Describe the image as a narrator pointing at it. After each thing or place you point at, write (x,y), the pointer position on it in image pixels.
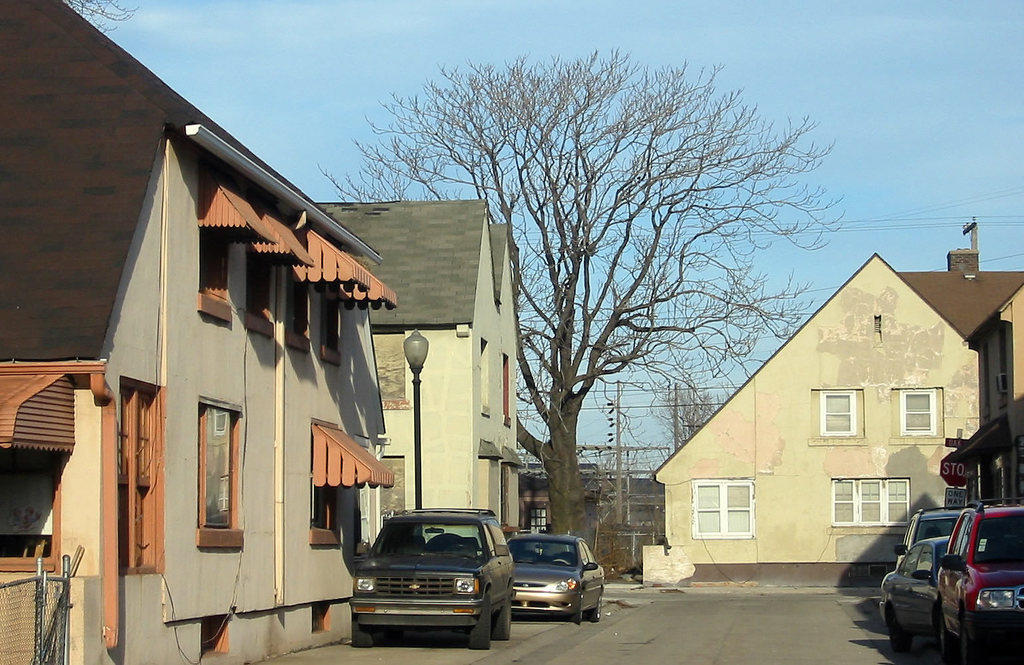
In this image I can see few vehicles (354,599), buildings (369,474) in brown and cream color, a light pole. In the background (553,194) I can see few dried trees (627,187) and the sky (271,32) is in blue color.
